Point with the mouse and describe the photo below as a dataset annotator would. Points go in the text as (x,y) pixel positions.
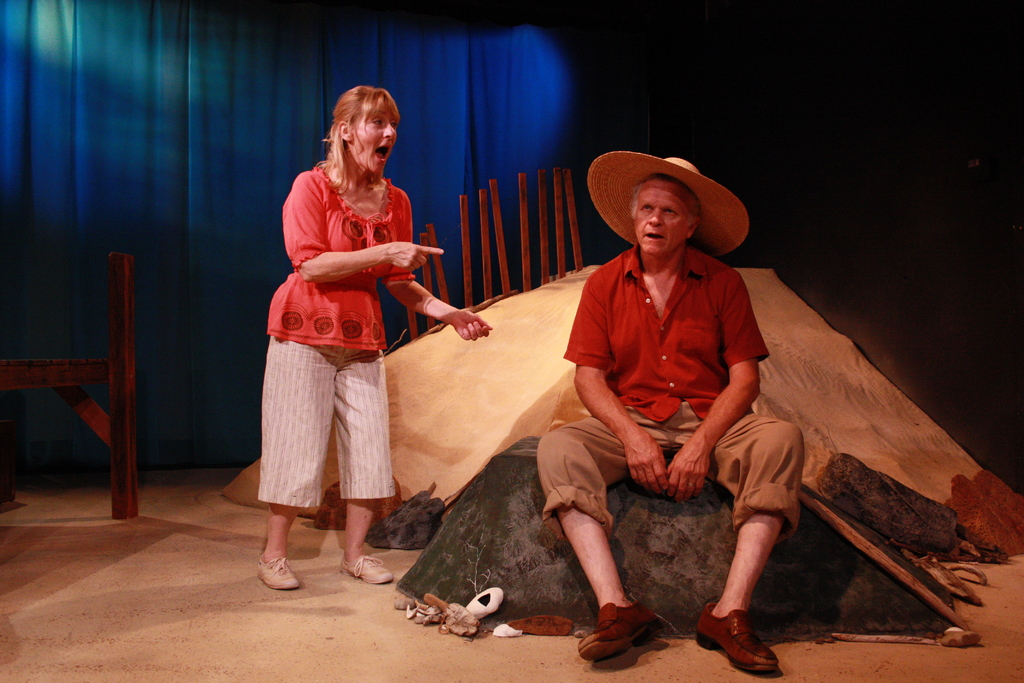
In this image I can see a person (729,623) sitting on the rock (693,523) and one person (278,337) is standing. They are wearing different dresses (687,355). Back I can see the cream color cloth (878,454), few sticks (483,215) and few objects (475,611) on the floor (345,662). Back I can see a blue and black color background (822,102).
